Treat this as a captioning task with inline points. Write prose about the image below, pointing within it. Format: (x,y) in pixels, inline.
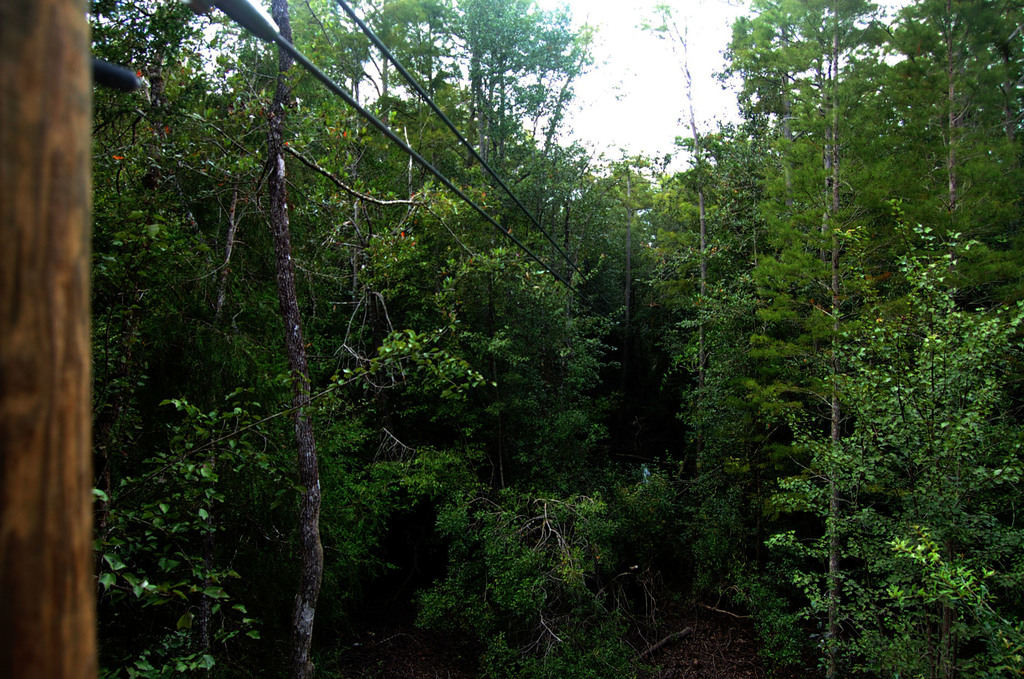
In this picture I can see the ropes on the left side (40,666), it looks like a log (80,506). In the middle (476,274) there are trees (615,347), at the top (675,51) I can see the sky (670,52).
